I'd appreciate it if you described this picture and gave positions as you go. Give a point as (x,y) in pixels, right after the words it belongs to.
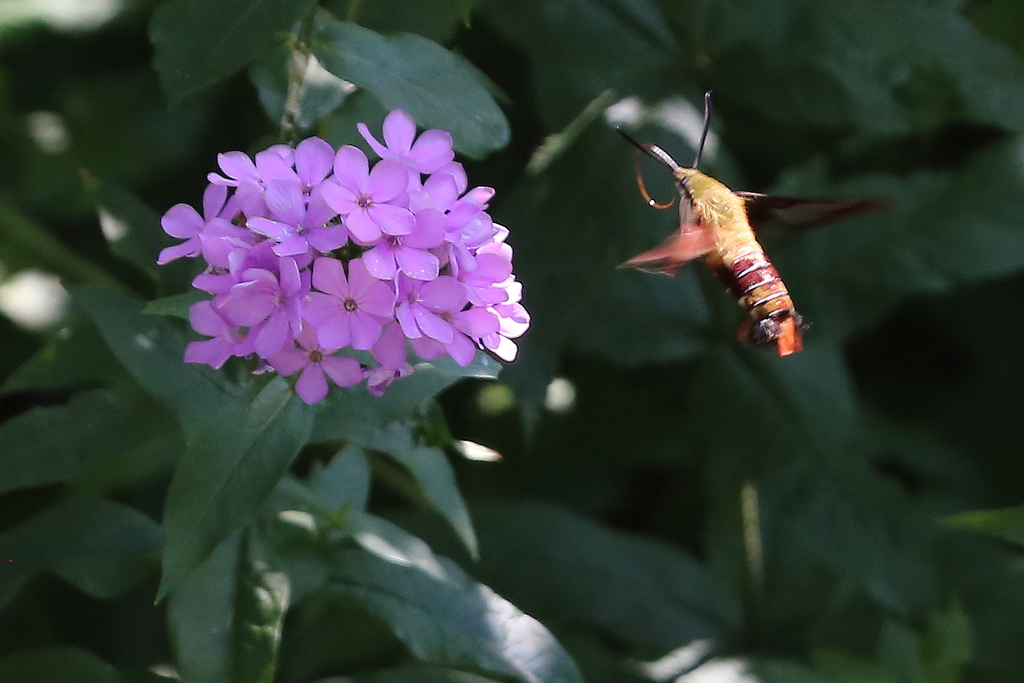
On the left side (189,505), there is a plant (197,550) having green color leaves (179,334) and pink color flowers (346,340). On the right side (754,217), there is an insect (743,200). And the background (10,70) is blurred.
